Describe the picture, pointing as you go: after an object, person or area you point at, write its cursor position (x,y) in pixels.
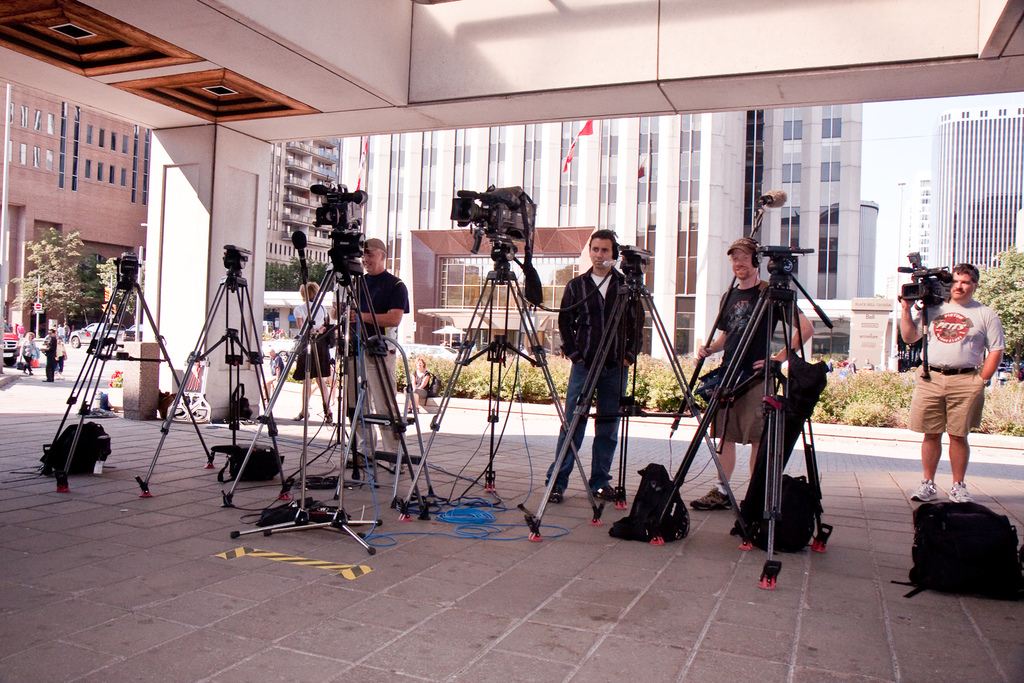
In this image I can see group of people (958,387) standing and I can also see few cameras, background I can see a person (983,346) is wearing white shirt (983,318), cream short (957,406) and holding a camera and I can also see few black color bags (98,442) on the floor (1018,498). Background (715,275) I can see trees (94,268) in green color, few vehicles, buildings (702,196) in white, brown and cream color and the sky (906,146) is in white color.
